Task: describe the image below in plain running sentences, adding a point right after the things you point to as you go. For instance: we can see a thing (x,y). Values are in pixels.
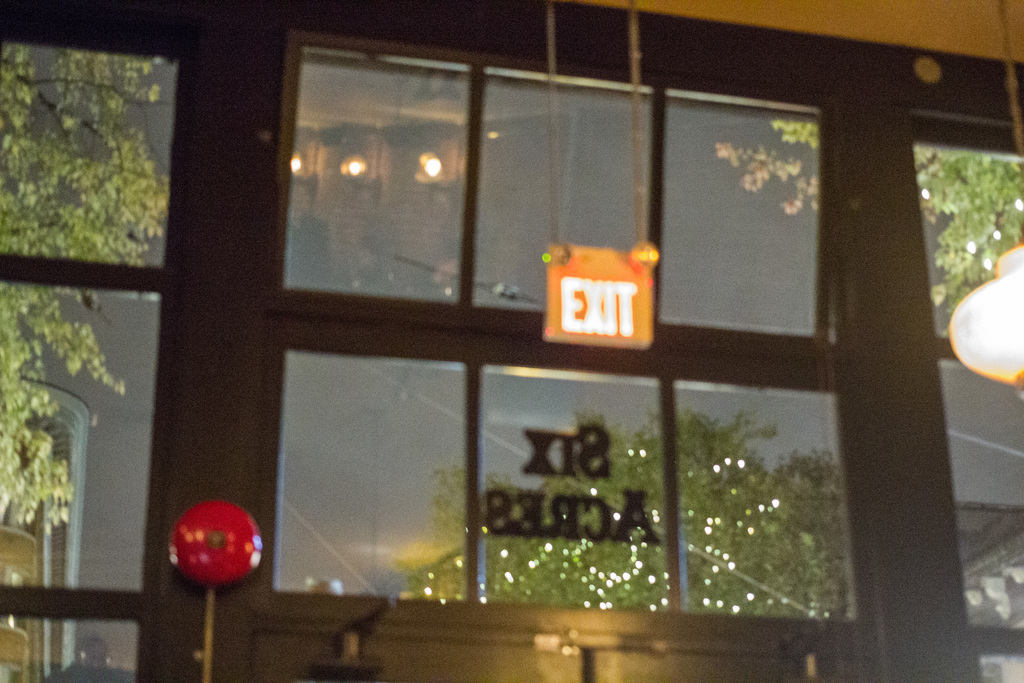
This picture is slightly blurred, where I can exit board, ceiling lights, glass windows (128,667) through which I can see trees (740,513) and the dark sky (541,237).
